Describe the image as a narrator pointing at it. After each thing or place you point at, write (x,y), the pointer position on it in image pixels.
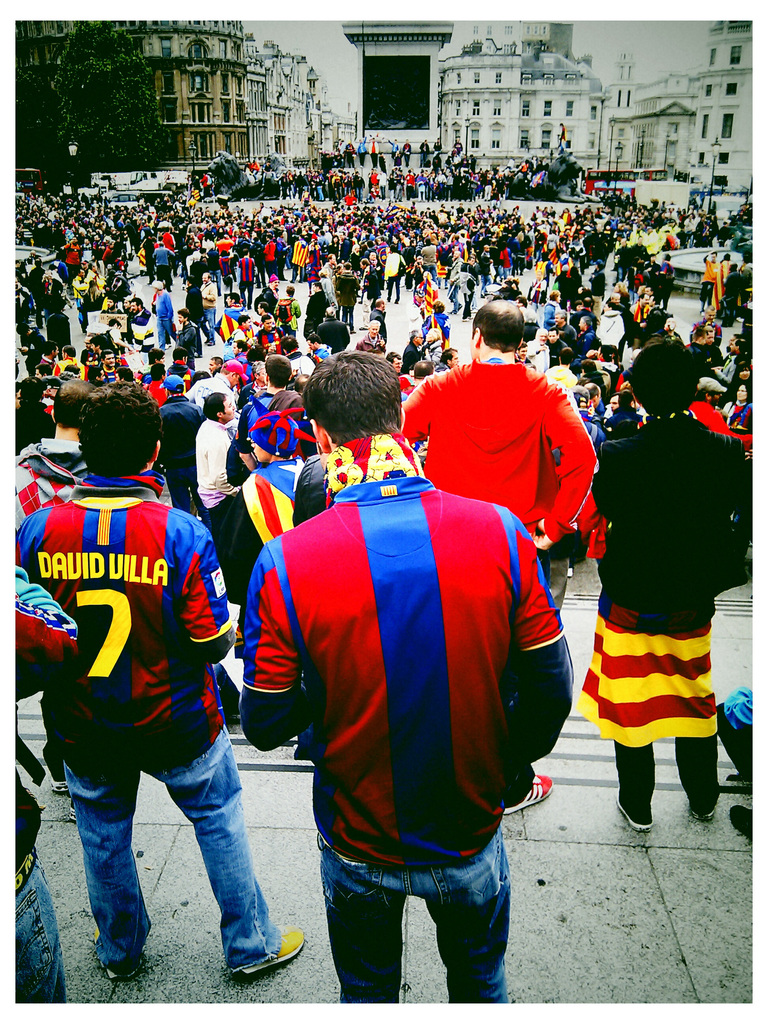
This is the picture of a place where we have some people (587,302) standing and around there are some buildings (741,111) and trees (106,106).
